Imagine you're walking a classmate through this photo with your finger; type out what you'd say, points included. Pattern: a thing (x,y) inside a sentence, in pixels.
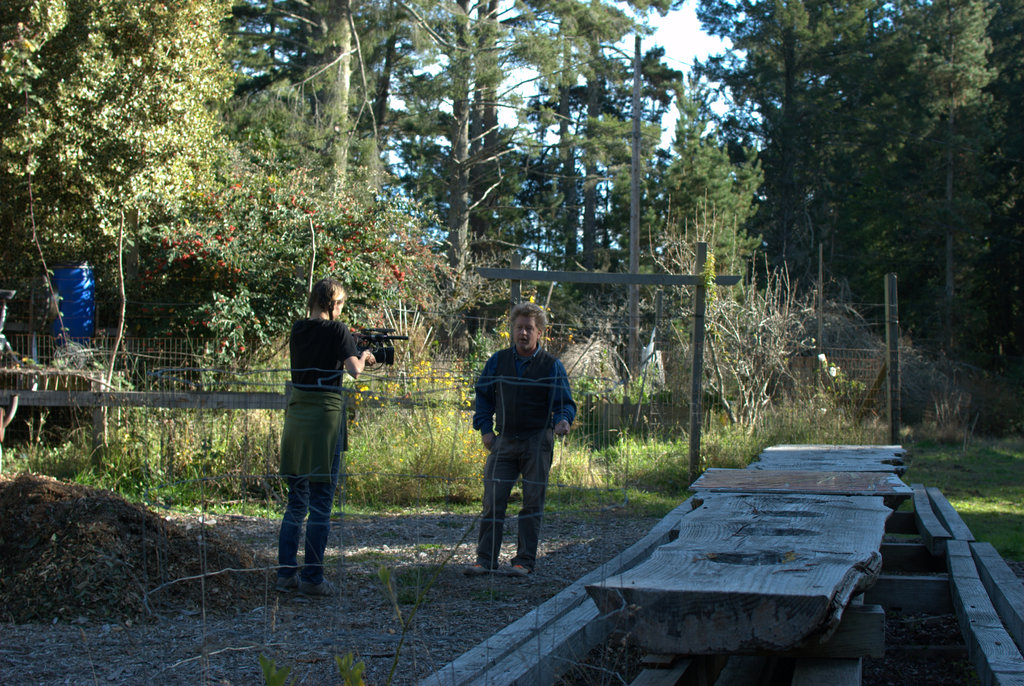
In this image we can see people (325,491), poles (697,306), mesh (336,539), ground (112,487), grass (218,431), plants (184,422), flowers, trees (992,242), and few objects (752,485). In the background (699,11) there is sky (745,18).
